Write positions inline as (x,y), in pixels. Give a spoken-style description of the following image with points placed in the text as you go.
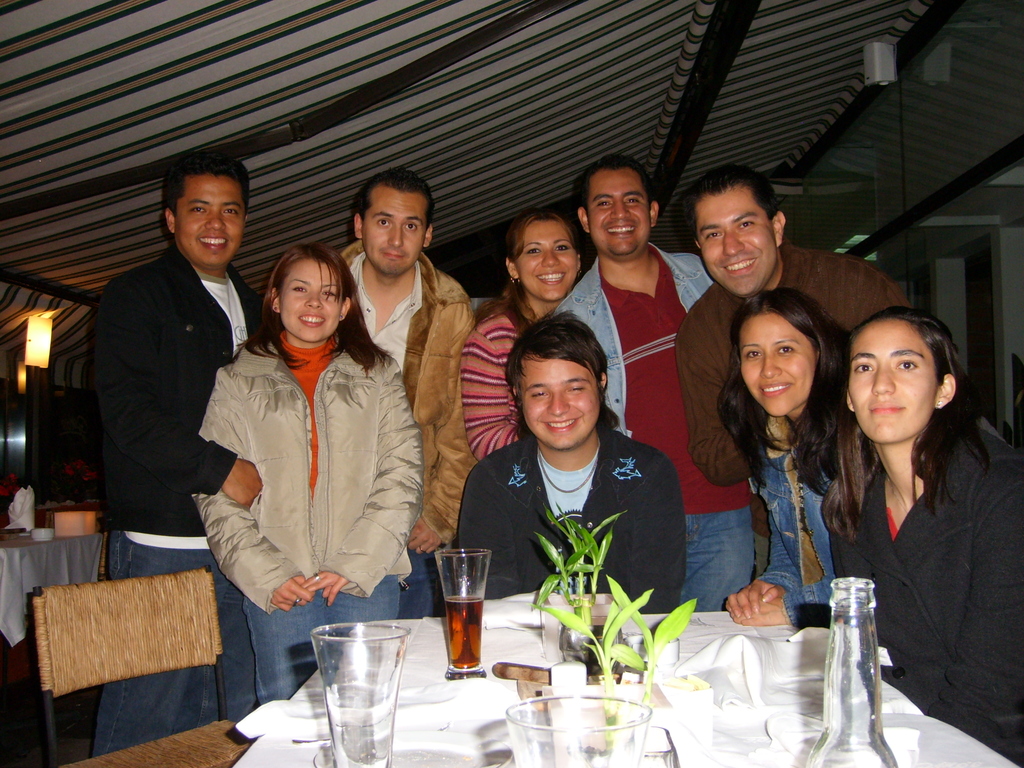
In the middle (577,358) a man (652,551) is sitting, he wore a sweater (606,563). On the right side (856,348), there are 2 girls (1017,633) laughing, few other people (610,372) around him are laughing. There are wine glasses (597,715) on this dining table (472,684). At the top (408,101) it's a roof (432,101).
